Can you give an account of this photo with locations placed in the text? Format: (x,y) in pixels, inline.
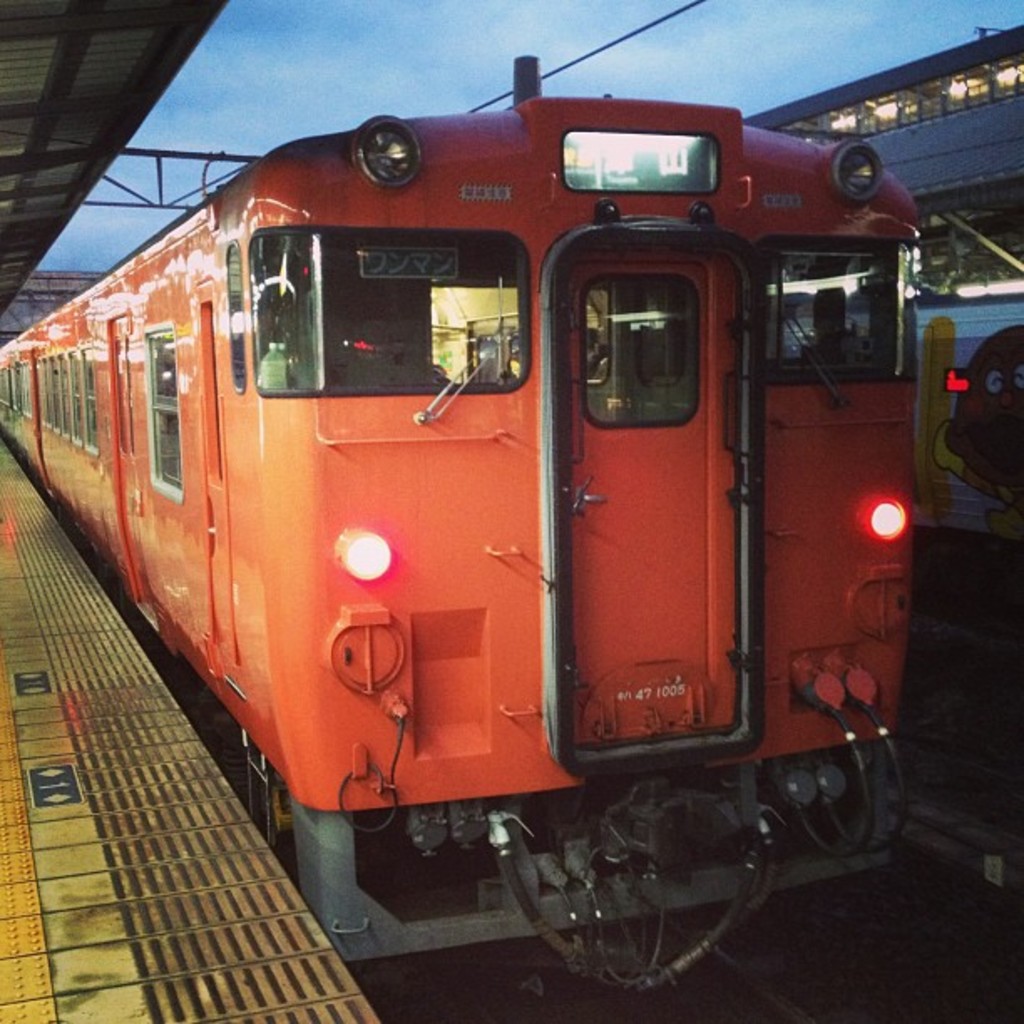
In this image I can see the trains (693,749) on the track (742,959). I can see the lights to the trains (586,649). To the left (70,635) I can see the platform (109,643). In the background (633,88) I can see the sky (460,87).
